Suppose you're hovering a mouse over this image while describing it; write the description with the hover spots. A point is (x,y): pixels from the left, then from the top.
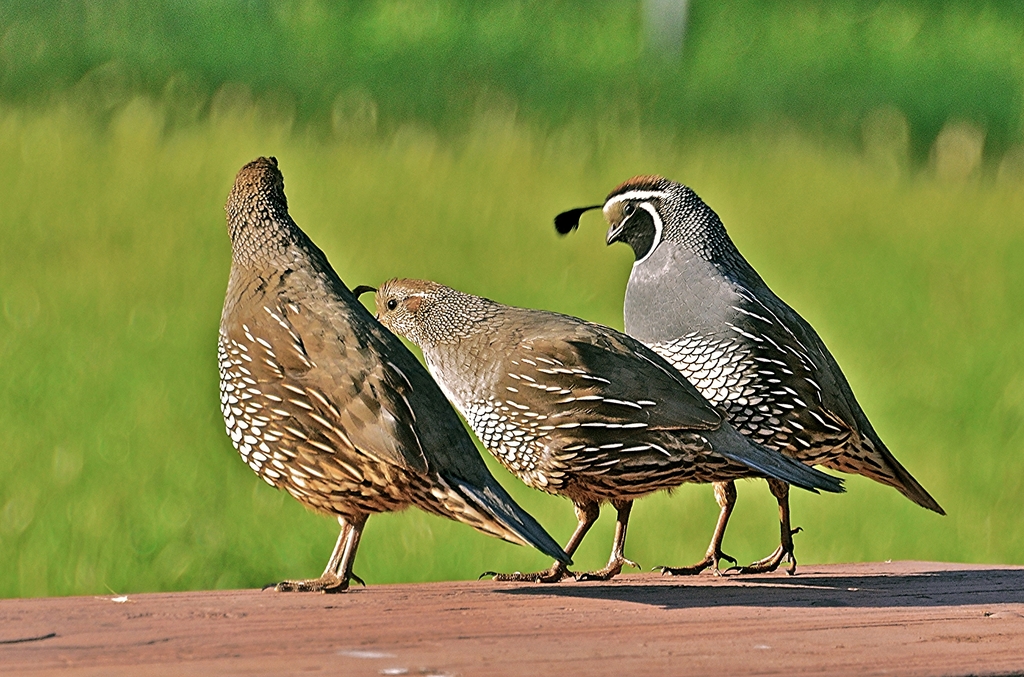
In this picture I can see 3 birds (403,280) on the brown color surface (481,582) and I see that it is green in the background (916,321) and I see that this image is a bit blurry.
